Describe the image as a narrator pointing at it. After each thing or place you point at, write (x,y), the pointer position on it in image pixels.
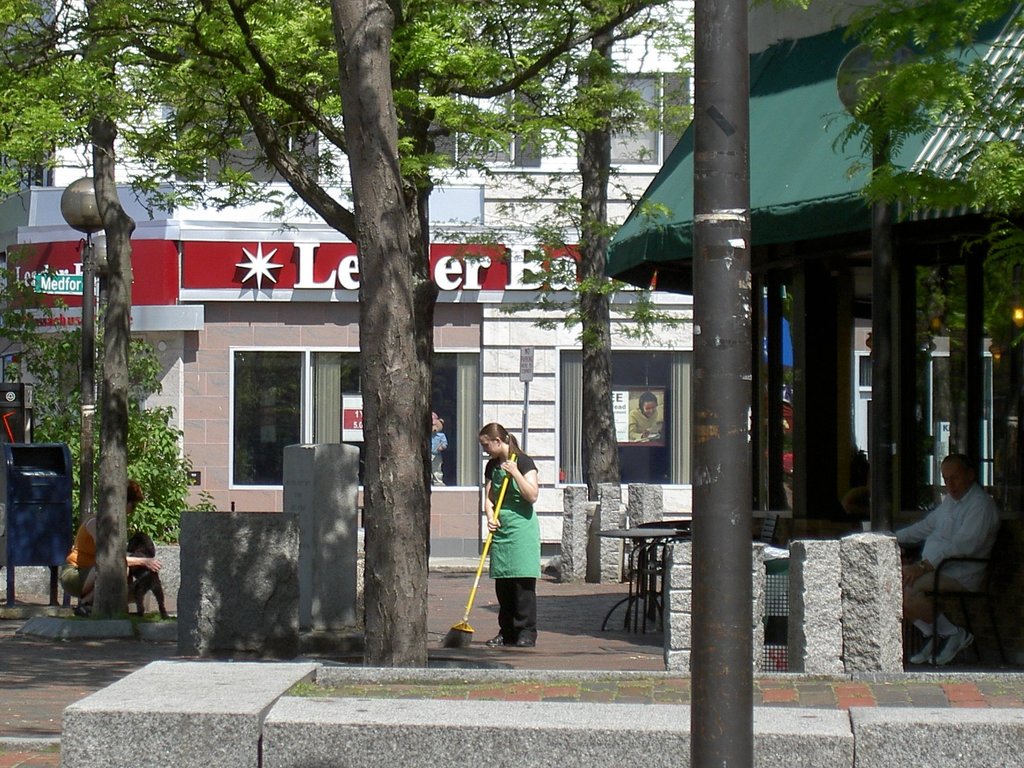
In this picture there is a woman (493,526) who is wearing green and black dress (514,579). She is holding the wiper (464,614). She is standing near to the table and chair (677,541). On the right (981,504) there is a man (966,518) who is wearing white dress (944,544) and shoe (957,649). He is sitting on the chair (953,594). In the background (670,451) we can see building (863,390) and poles (883,386). On the left (76,547) there is a woman (83,533) who is holding a black dog (142,591), beside her we can see a street light (89,361), poles (81,480) and dustbin (53,527). At the top (523,149) we can see the trees (199,110). In the center (650,400) there is a poster (645,415) which is attached on the window (673,432).
